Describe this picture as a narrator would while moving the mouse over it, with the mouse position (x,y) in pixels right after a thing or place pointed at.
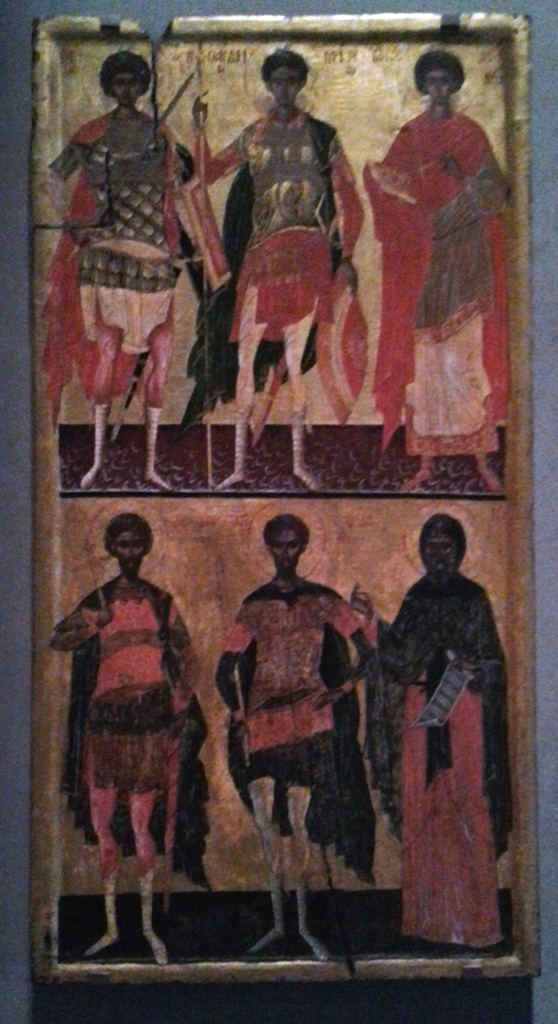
In the foreground of this image (35,914), there is a frame (258,978).
